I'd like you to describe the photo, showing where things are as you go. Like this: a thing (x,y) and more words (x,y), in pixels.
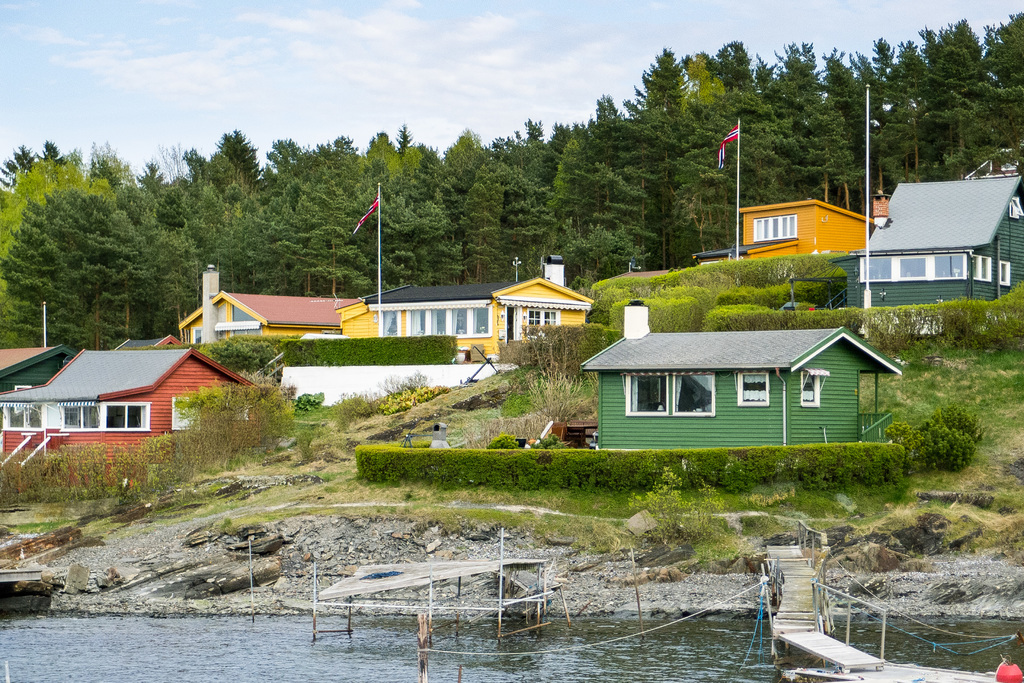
In this image I can see water (409,640), bridge (825,653), ropes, tent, grass (603,530), plants (495,466), houses (683,386), flagpoles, trees (540,210) and the sky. This image is taken may be near the lake (759,636).
